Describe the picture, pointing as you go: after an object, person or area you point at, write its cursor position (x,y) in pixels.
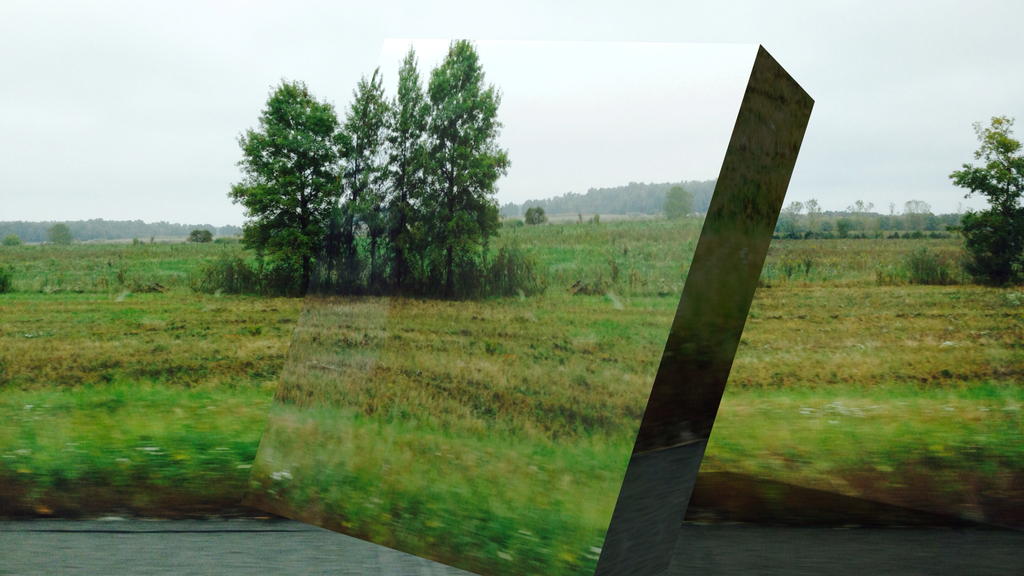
It seems to be an edited image. At the bottom (172,552) there is a road (172,546). In the middle of the image (644,368) I can see many plants (579,355) and trees (386,207). At the top of the image (668,91) I can see the sky (640,103).
